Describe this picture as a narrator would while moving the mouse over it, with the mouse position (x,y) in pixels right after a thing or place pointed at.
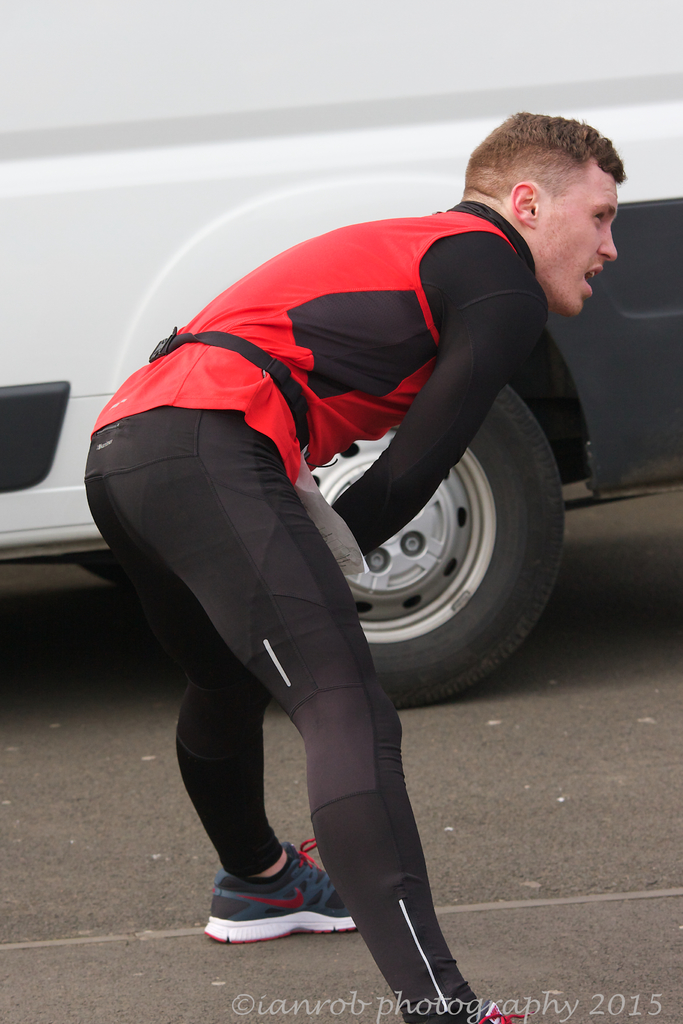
In the picture we can see a man (235,701) standing on the road (493,975) and bending and beside him we can see a vehicle (353,464) which is white in color.
